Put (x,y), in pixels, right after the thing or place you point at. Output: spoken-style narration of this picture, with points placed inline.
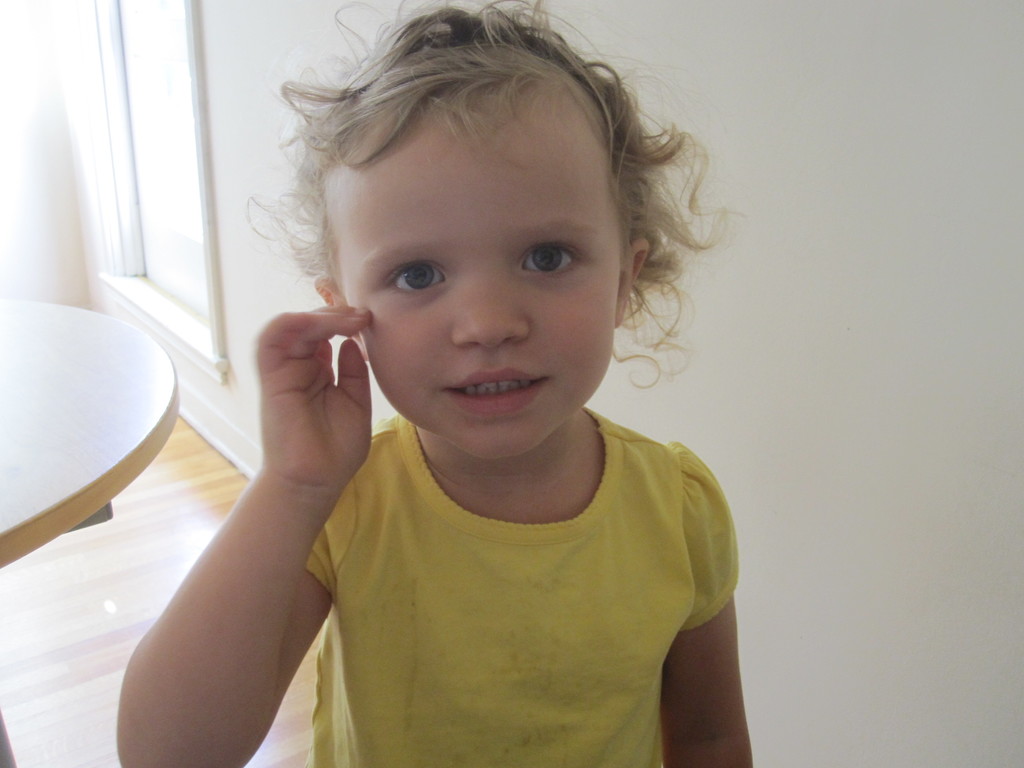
In this image I can see a girl (456,457) with yellow color dress (498,612). To the left (78,401) there is a table (96,451) and in the back (128,185) there is a window (189,174) and a white wall (852,322).
